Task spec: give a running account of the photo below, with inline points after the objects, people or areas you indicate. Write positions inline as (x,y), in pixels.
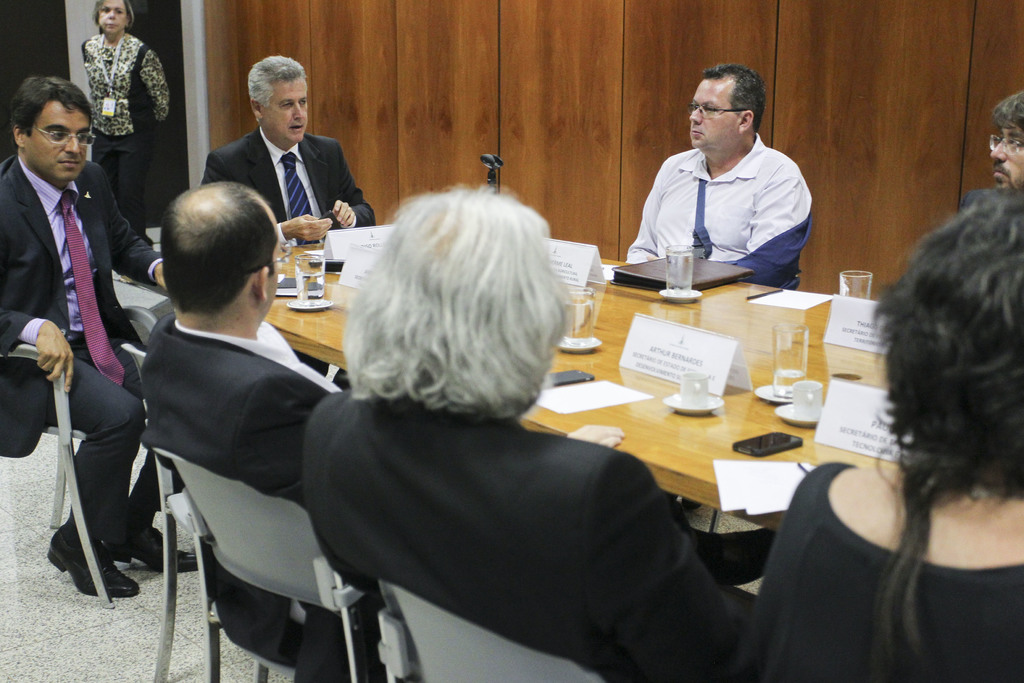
In this image I can see a table (654,469) in the centre (611,342) and around it I can see number of people (425,303) are sitting on chairs (310,550). I can see all of them are wearing formal dress (109,496) and on the table (598,416) I can see number of glasses (793,371), number of papers (562,391), few cups (804,388), few plates (793,419), few cell phones (788,439), few boards (846,418), a file (637,282) and on these boards (340,237) I can see something is written. On the top left side of this image (130,154) I can see a woman (104,140) is standing.
